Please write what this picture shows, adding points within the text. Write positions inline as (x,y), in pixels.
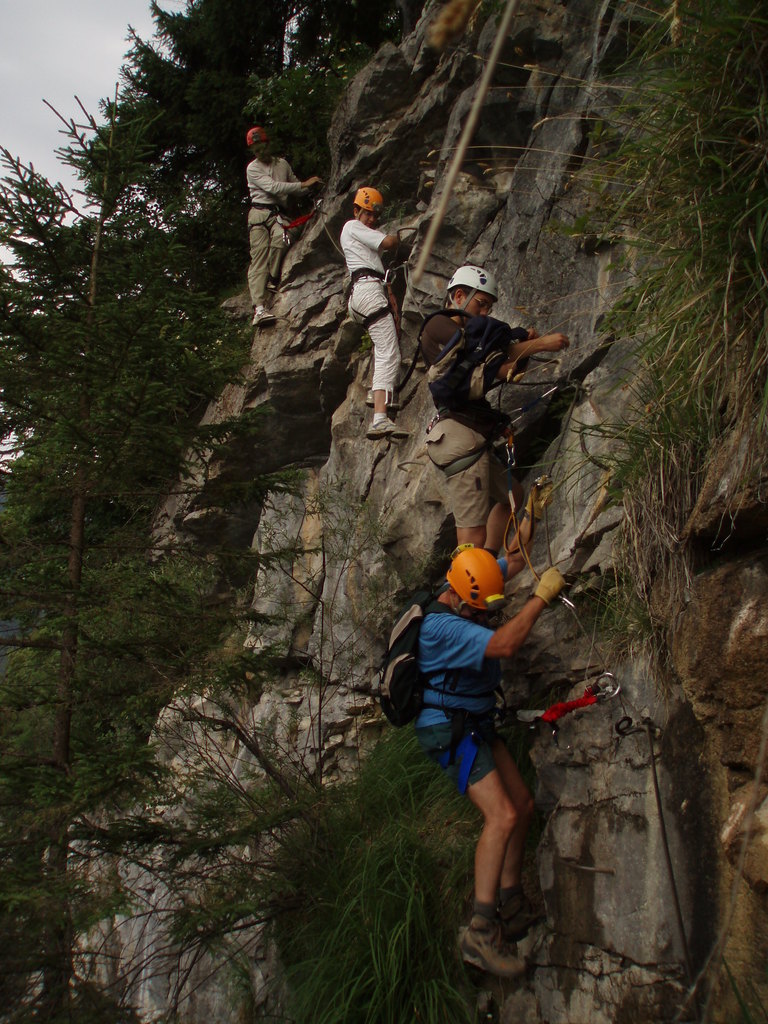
In this picture, there is a hill (503,1018) and people (349,244) climbing the hill (447,527). At the bottom (499,757), there is a man (472,601) wearing a blue t shirt (464,667) and orange helmet (475,576). Above him, there is another man (430,426) wearing black t shirt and white helmet (494,281). On the top (359,232), there are two men (359,246) wearing cream and white clothes (364,254). The hill (359,358) is covered with the plants (627,206), trees (96,159) and grass (630,229).
